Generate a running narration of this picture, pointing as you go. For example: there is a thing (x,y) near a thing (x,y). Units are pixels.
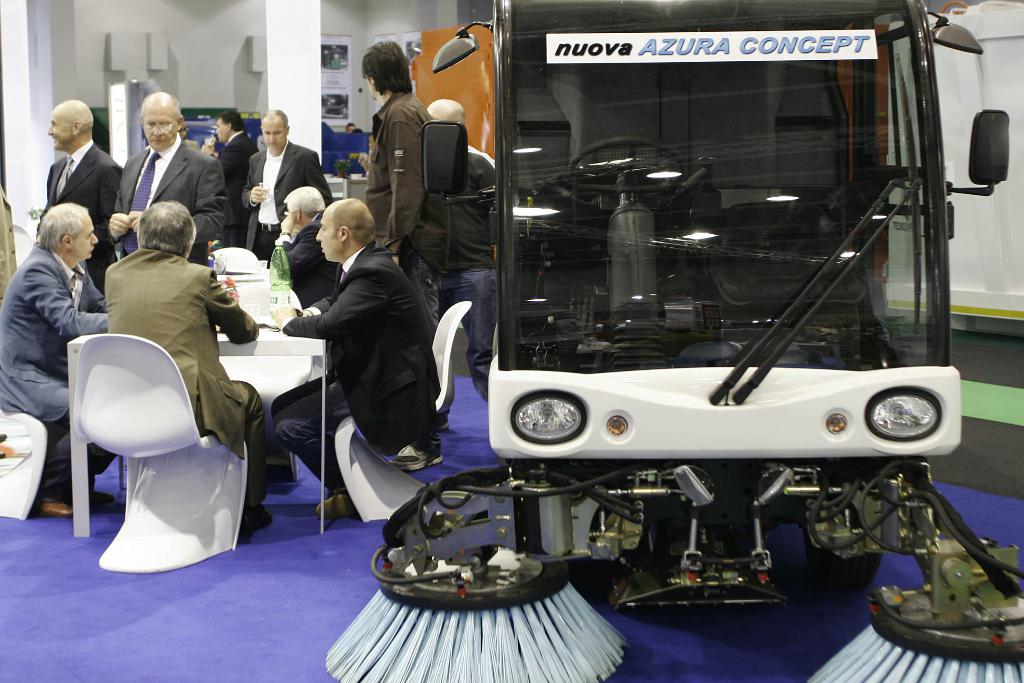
There are persons (309,247) sitting on the chair (277,359) and at the right side of the image (892,142) there is a sweeping vehicle (704,362).
